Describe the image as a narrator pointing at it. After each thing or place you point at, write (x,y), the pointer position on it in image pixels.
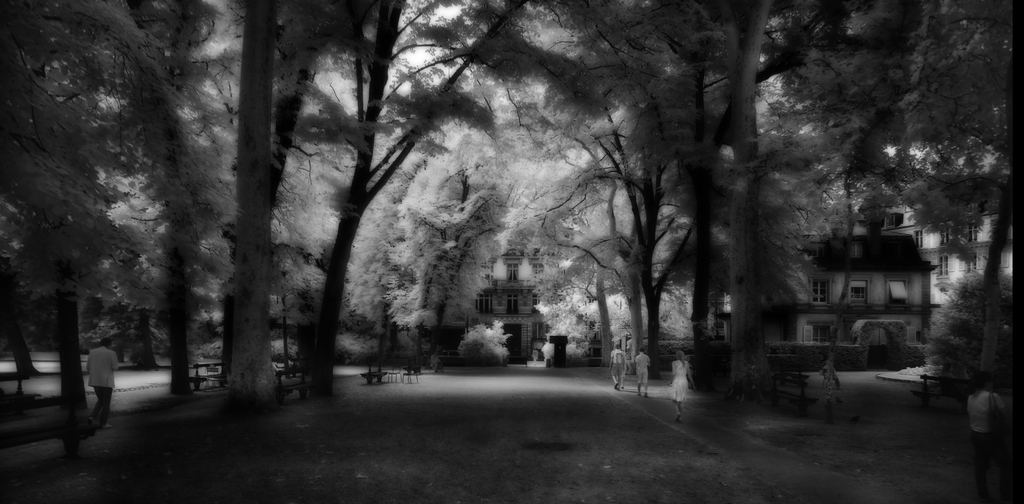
In this black and white picture there are trees (710,68) on the ground (157,371). There are a few people (616,372) walking. In the background (518,345) there are buildings (520,301). There are benches (226,367) on the ground (450,378).
